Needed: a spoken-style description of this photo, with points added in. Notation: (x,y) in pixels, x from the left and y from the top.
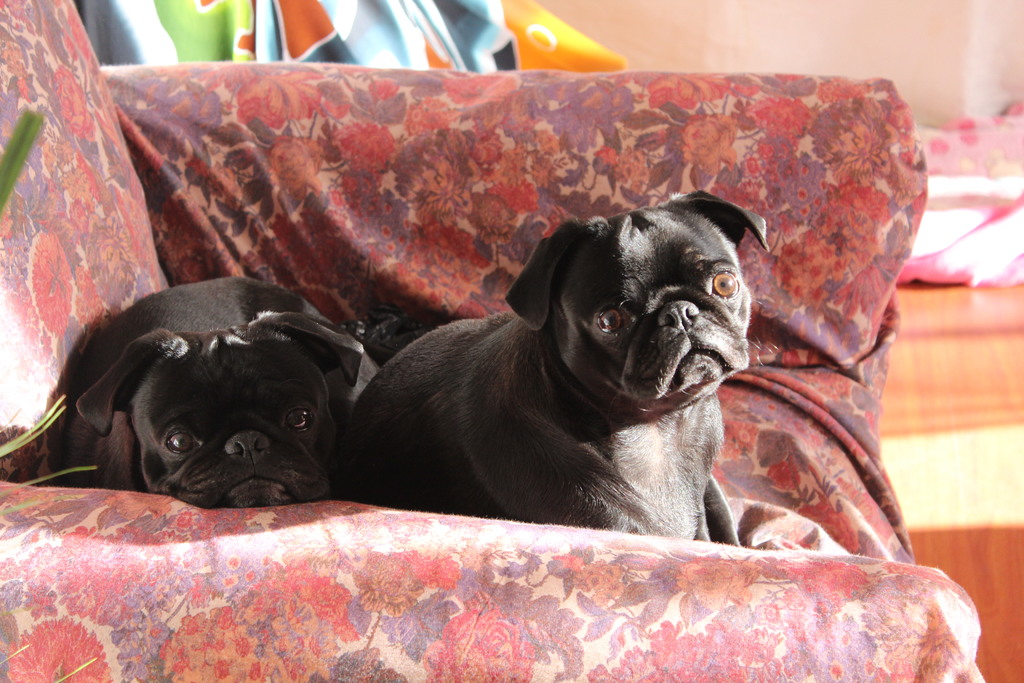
In this image, we can see dogs (312,423) on the sofa (516,606).
